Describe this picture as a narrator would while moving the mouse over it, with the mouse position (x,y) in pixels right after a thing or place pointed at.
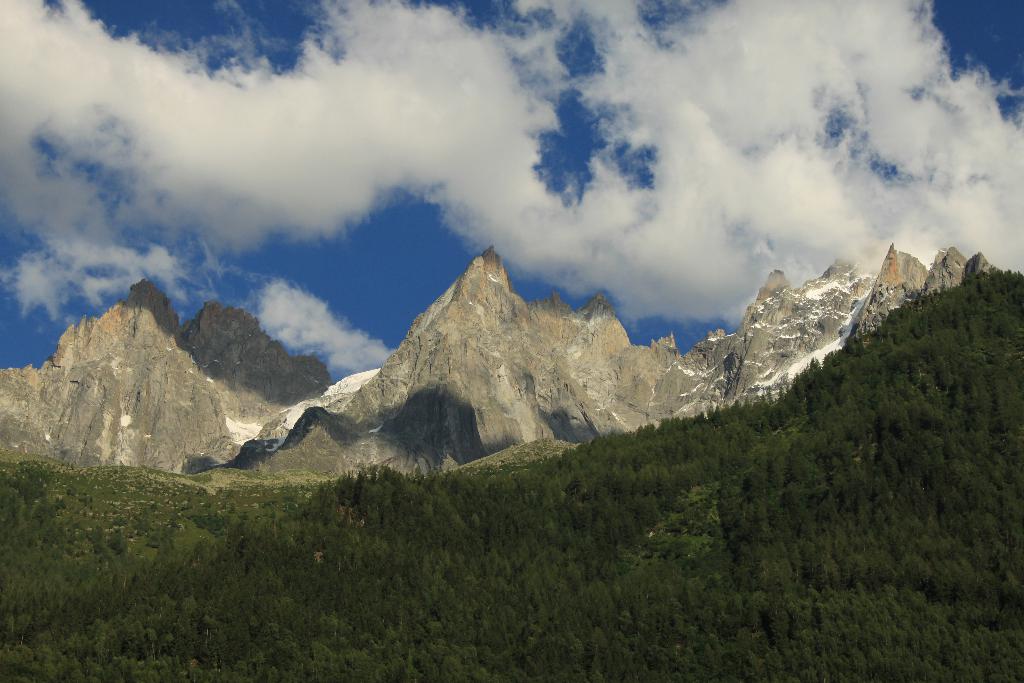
In this picture we can see trees (586,678), mountains (455,330), grass (231,481) and in the background (321,226) we can see the sky (508,64) with clouds (722,182).
